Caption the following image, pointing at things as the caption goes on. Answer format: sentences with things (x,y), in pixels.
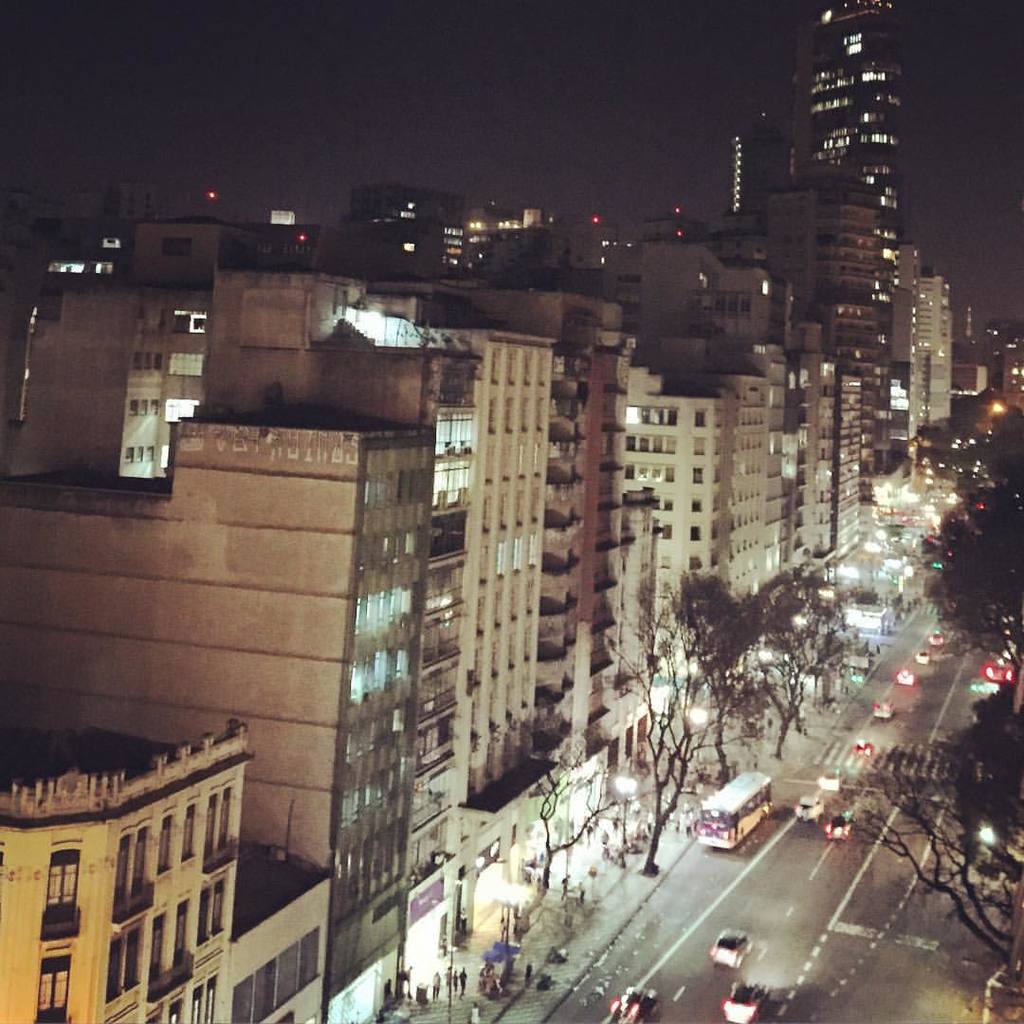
In this image I can see buildings (530,348), in front of the buildings (709,568) I can see a road (776,915) and on the road (841,898) I can see the vehicles (726,932), trees (957,594) visible, at the top (524,117) I can see the sky (524,117).
